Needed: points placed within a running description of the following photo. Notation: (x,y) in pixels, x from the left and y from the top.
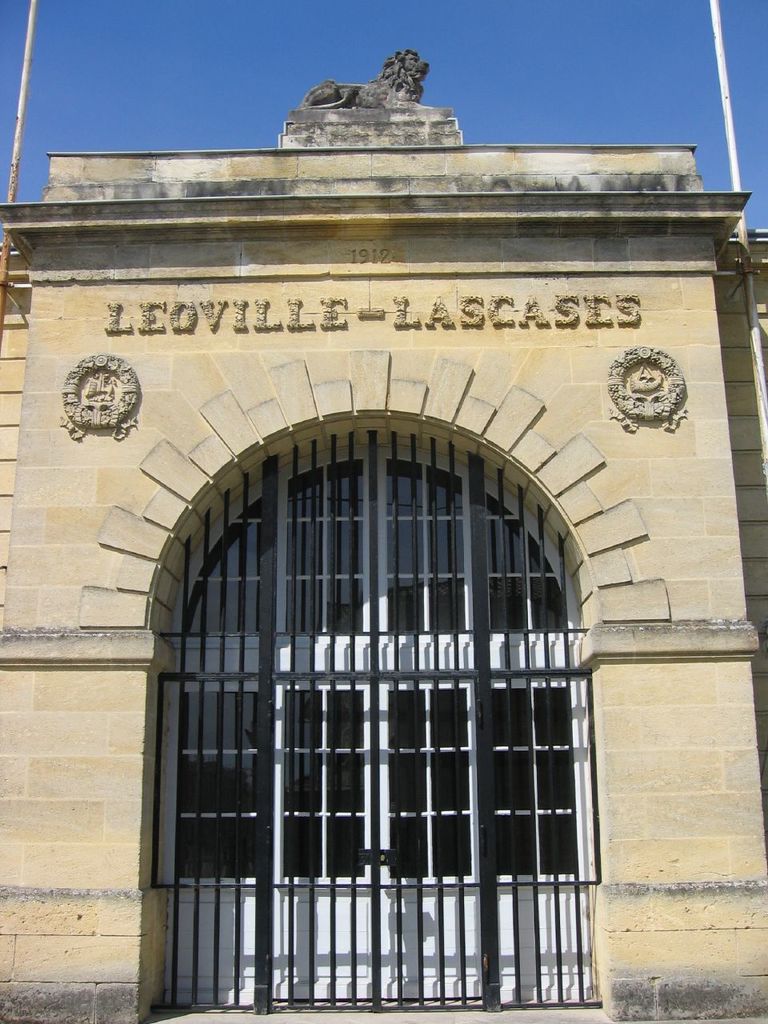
In this image there is a building (20,538) and we can see a gate (441,948). In the background (271,56) there is sky (235,100).
